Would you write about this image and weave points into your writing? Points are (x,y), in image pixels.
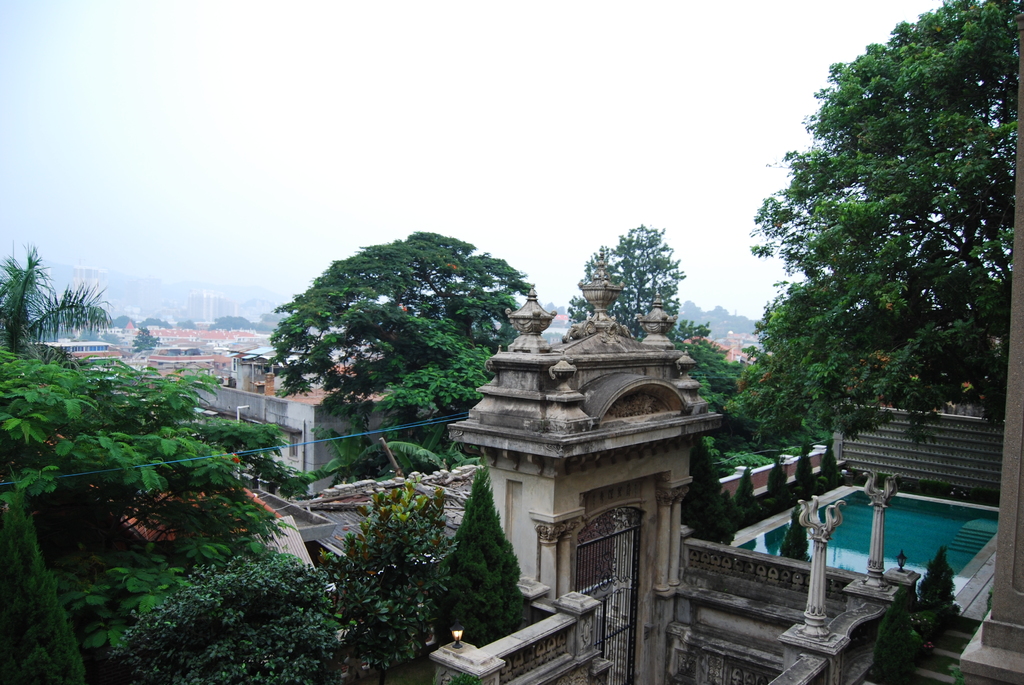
In this image I can see few buildings (177,351), gates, green trees (391,496), pool (865,540) and lights (903,551). The sky (552,239) is in blue and white color.
